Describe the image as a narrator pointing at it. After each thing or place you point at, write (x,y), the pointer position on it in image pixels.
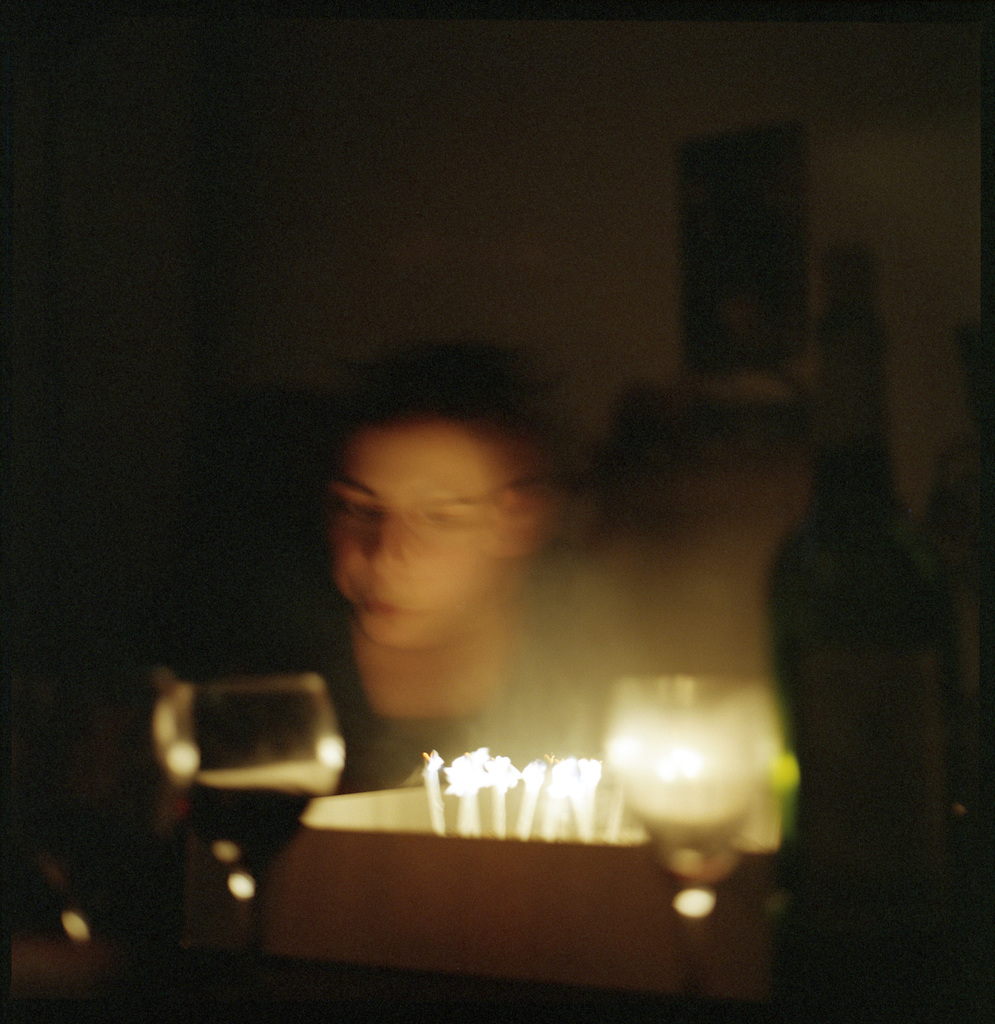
In this image we can see a person (514,592), cake (467,927), glasses (714,742) and also the candles (503,774) with the flame (460,784). In the background (694,172) we can see the frame (687,204) attached to the wall (531,146).
